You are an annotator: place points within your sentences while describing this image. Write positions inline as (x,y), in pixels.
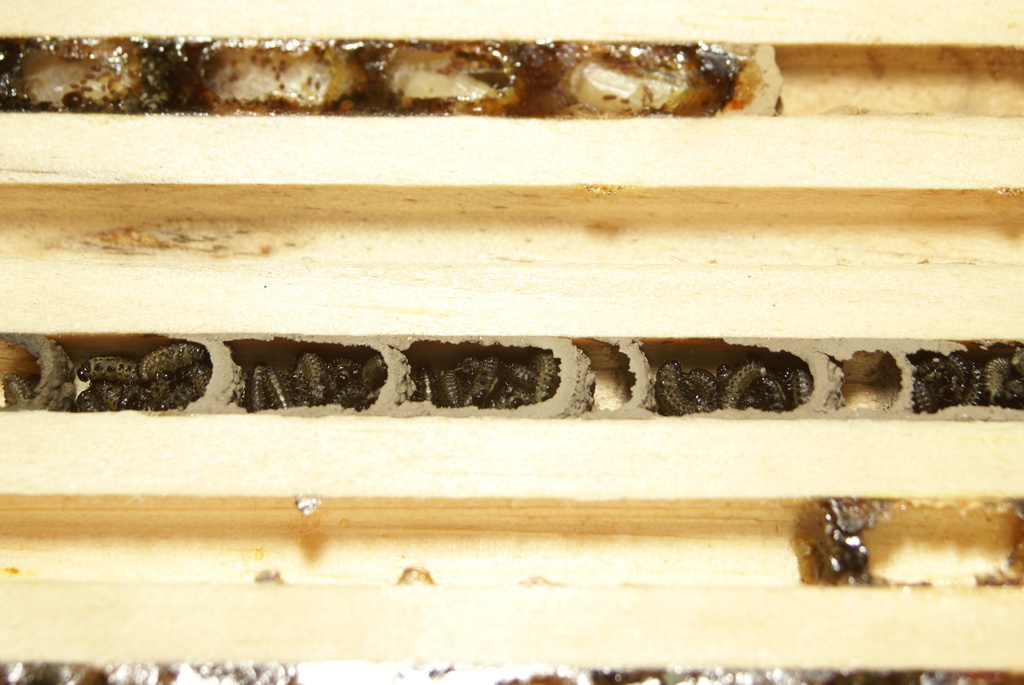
In this image we can see insects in the small gaps (590,343) of a wooden object (408,272).
